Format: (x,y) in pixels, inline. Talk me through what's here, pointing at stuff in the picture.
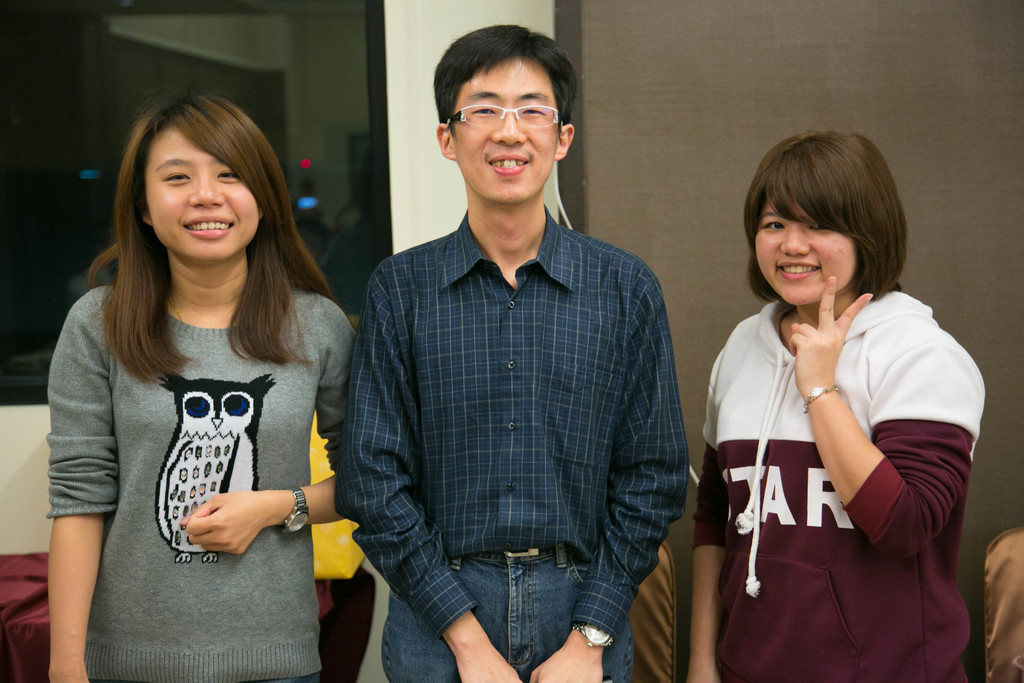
In the picture there is a man (504,325) and two women (60,392) standing, behind them there is a wall (820,29).
